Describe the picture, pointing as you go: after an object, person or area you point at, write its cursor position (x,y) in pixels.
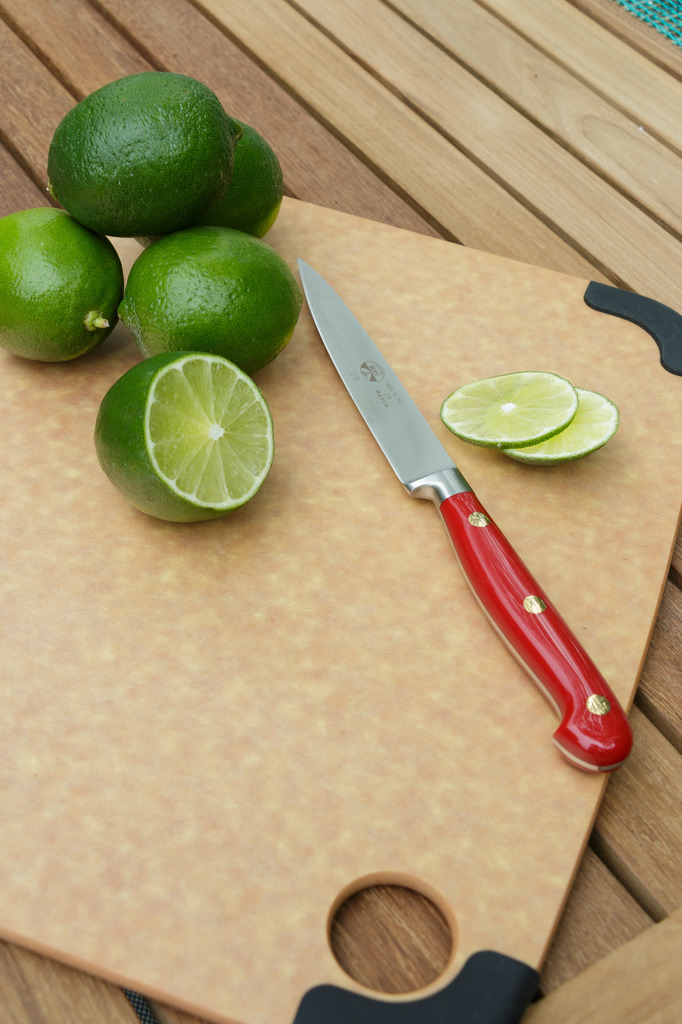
In this image there are few limes (219,385), lime pieces (203,440) and a knife (501,569) on the table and the cutting board (292,801) is on the table (341,188).
